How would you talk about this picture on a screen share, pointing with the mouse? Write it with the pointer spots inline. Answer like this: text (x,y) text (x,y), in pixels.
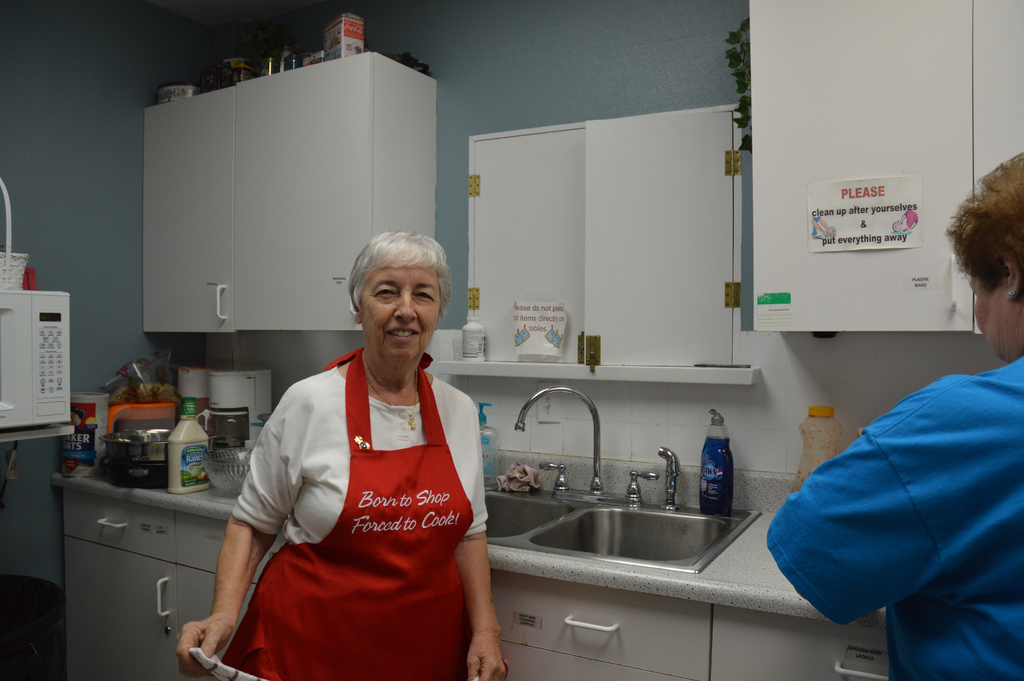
In this picture I see 2 women (870,433) in front (372,660) and in the background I see the cupboards (186,136) on the wall (584,26) and I see many things (179,420) on the counter top (615,566) and I see the wash basin (544,496) and I see a paper (841,208) on this cupboard (829,129) which is on the right side (825,220) and I see something is written on it.
